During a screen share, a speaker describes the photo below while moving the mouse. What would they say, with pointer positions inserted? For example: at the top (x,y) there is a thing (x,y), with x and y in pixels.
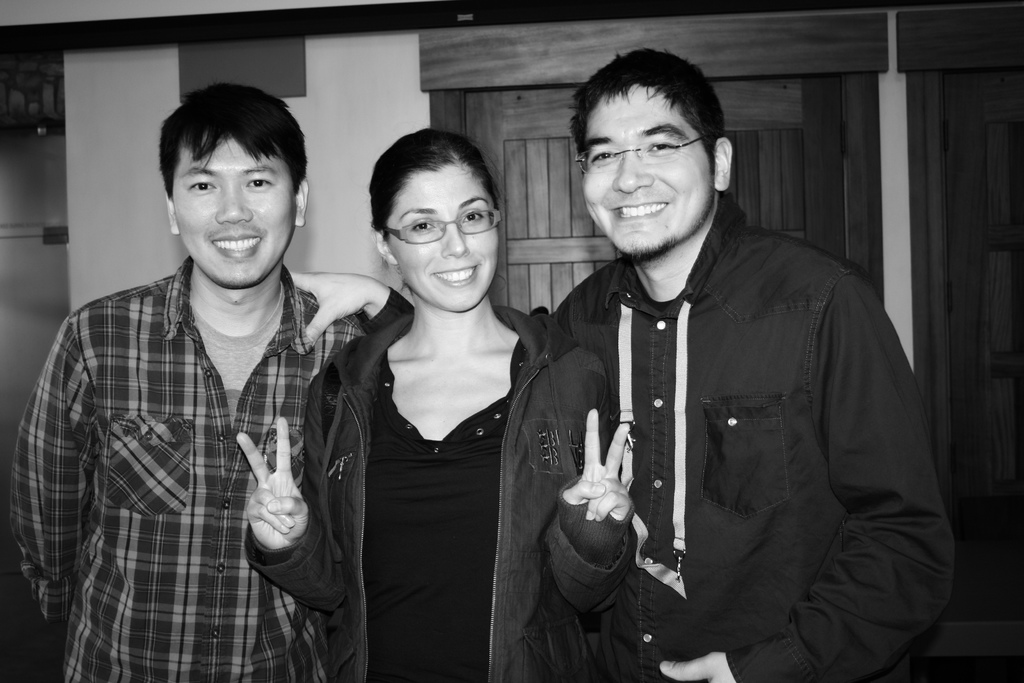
In this picture we can see three people (460,402) and they are smiling and in the background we can see a wall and doors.
